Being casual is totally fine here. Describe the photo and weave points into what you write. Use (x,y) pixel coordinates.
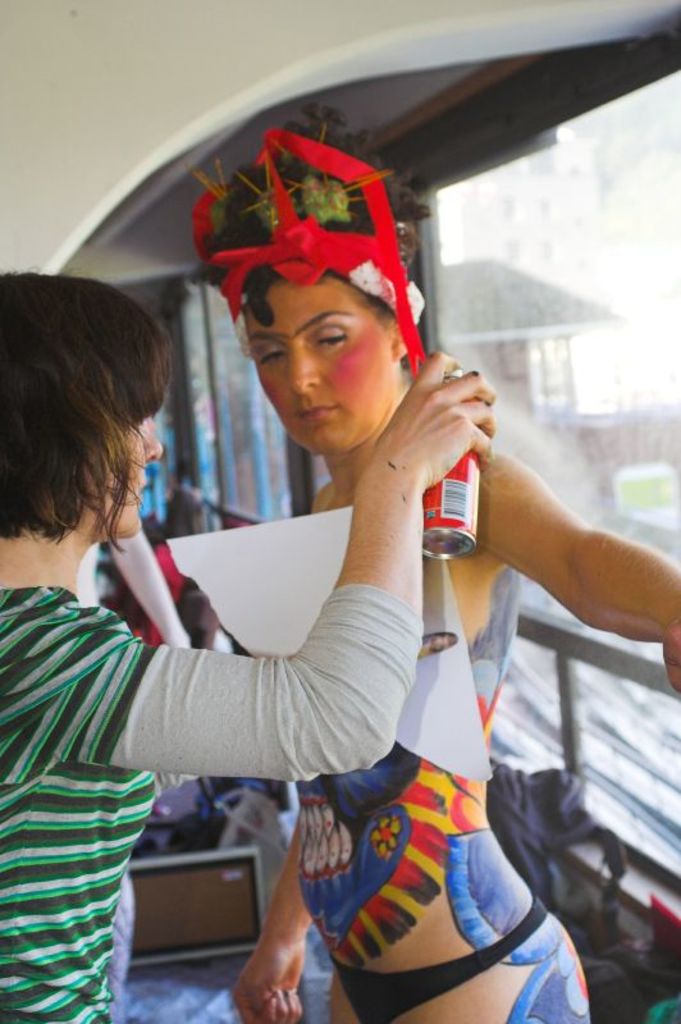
In this image, I can see two persons (291,717) on the floor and one person (328,682) is holding an object (452,489) in hand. In the background (308,489), I can see a fence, glass window (507,396), houses (522,409) and a wall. This image taken, maybe during a day.
